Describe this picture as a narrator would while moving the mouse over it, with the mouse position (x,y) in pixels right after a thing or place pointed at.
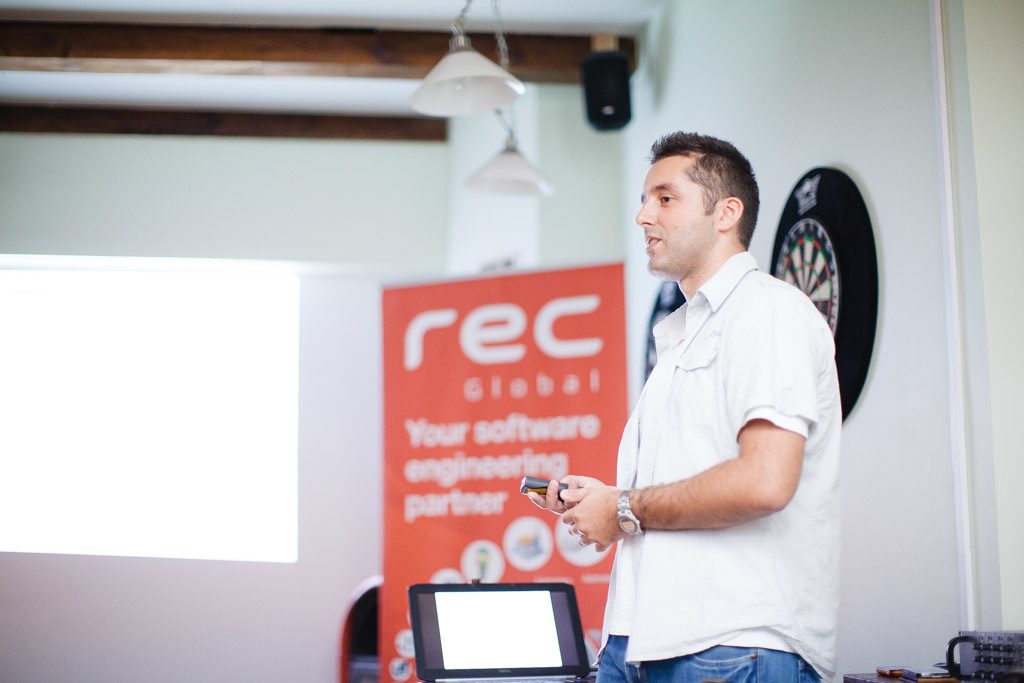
The picture is clicked inside a room (409,544). In the right (746,329) a man (726,309) wearing white shirt (691,397) is standing. he is holding a remote (529,489). In the background (141,381) there is screen (198,402), banner (446,449). This is a laptop (472,638). On the wall (885,331) there is dart board (823,236). On the ceiling (440,31) there are lights (514,183).
